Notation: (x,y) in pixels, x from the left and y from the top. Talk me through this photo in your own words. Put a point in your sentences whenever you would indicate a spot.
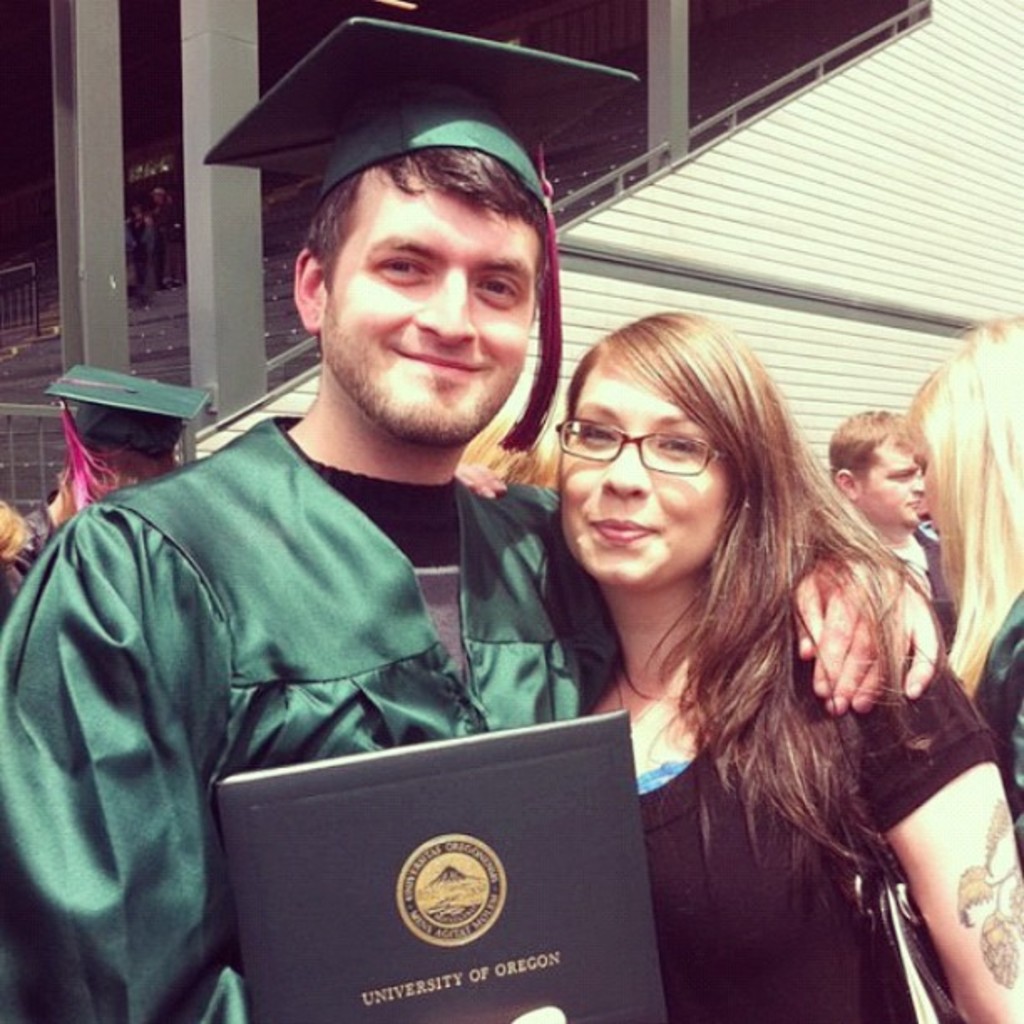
Here I can see a woman (723,672) and a man (224,688) are standing, smiling and giving pose for the picture. The man (415,443) is wearing a coat (165,513), cap (324,137) on the head (370,376) and holding a book (455,877) in the hand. In the background (1003,561), I can see some more people (956,561) standing. At the top of the image (242,225) there are few pillars (201,210) and a wall (830,233).
